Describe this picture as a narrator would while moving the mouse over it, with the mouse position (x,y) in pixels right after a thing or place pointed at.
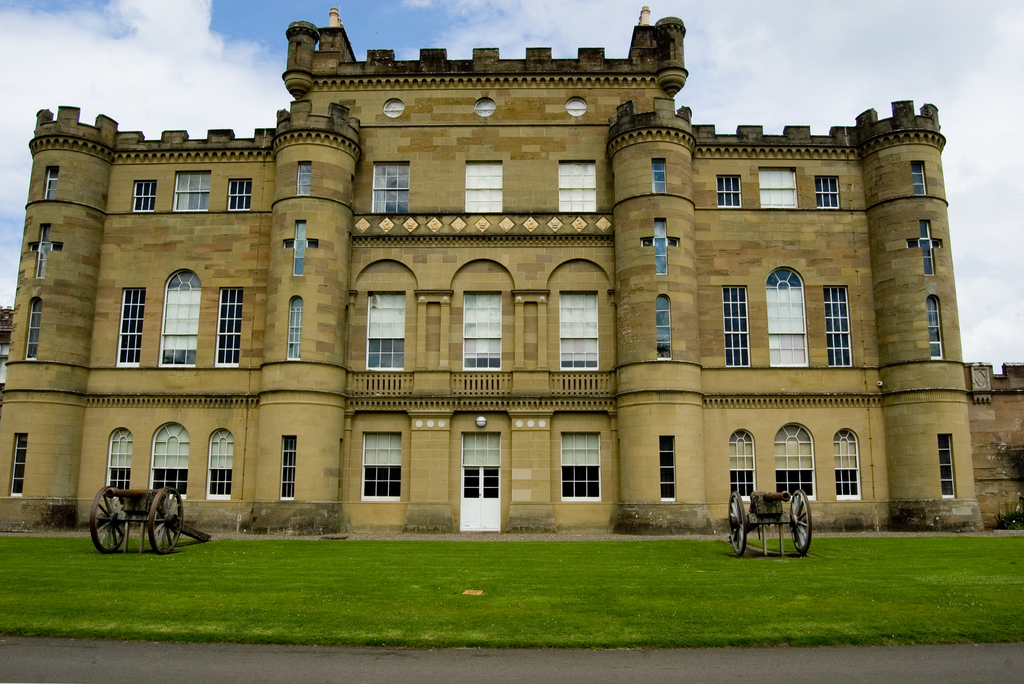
In the picture we can see a huge building (741,408) with windows (842,499) and door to it and near the building (93,185) we can see a grass surface (49,608) on it, we can see two carts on the either side of the building (665,411) and behind the building (468,248) we can see the sky (371,27) with clouds (515,58).
